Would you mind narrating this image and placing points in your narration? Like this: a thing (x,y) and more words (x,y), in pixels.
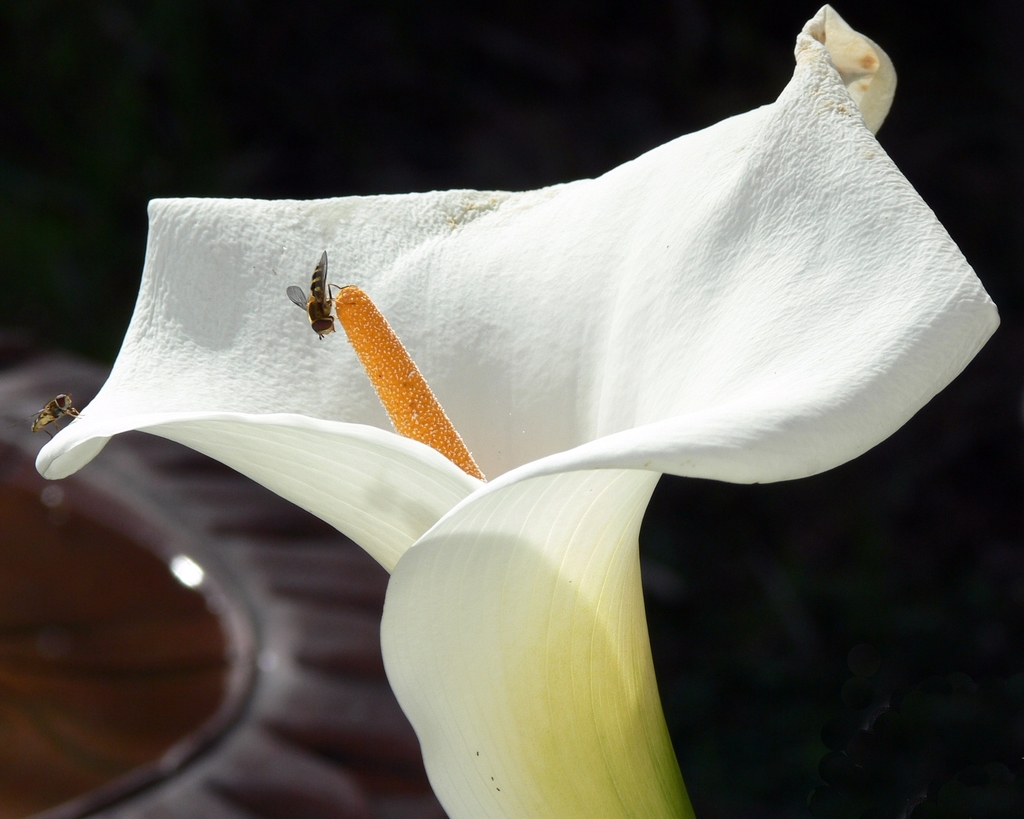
In the center of this picture (535,344) we can see a white color flower (686,342) which seems to be the lily (455,600) and we can see the honey bees (311,314) on the flower (270,352). In the background (93,362) we can see some other objects (334,696).
